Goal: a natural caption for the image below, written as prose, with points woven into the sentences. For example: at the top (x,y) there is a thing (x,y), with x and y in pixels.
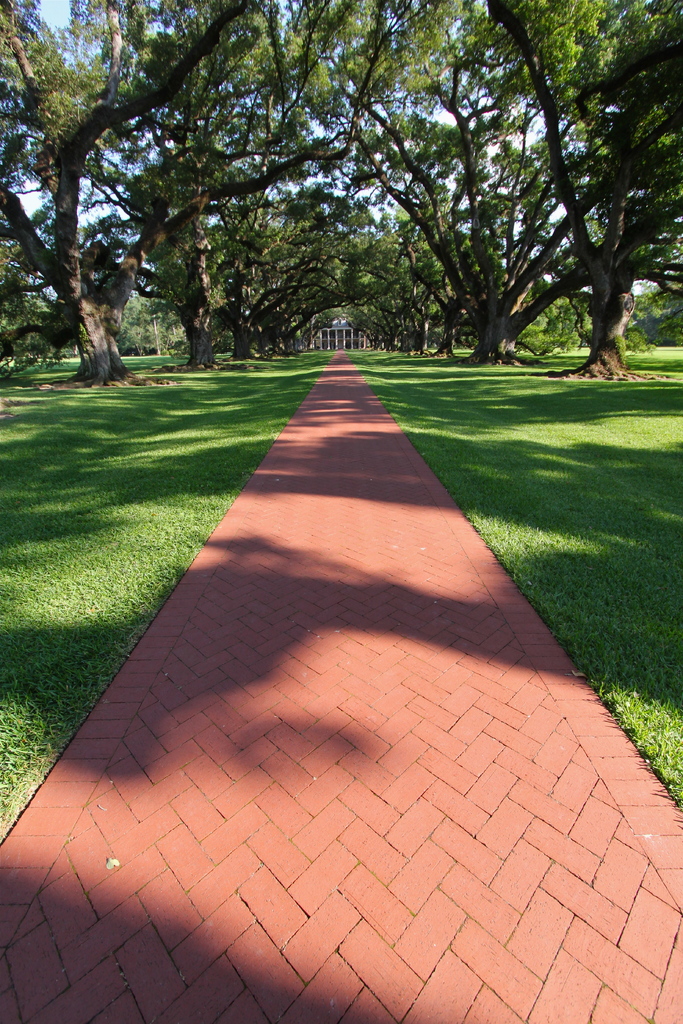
In this image there is a path (364,667). Background (36,419) there are trees (46,281) on the grassland (384,380). There is a building (339,326) in the middle of the image (345,344).
